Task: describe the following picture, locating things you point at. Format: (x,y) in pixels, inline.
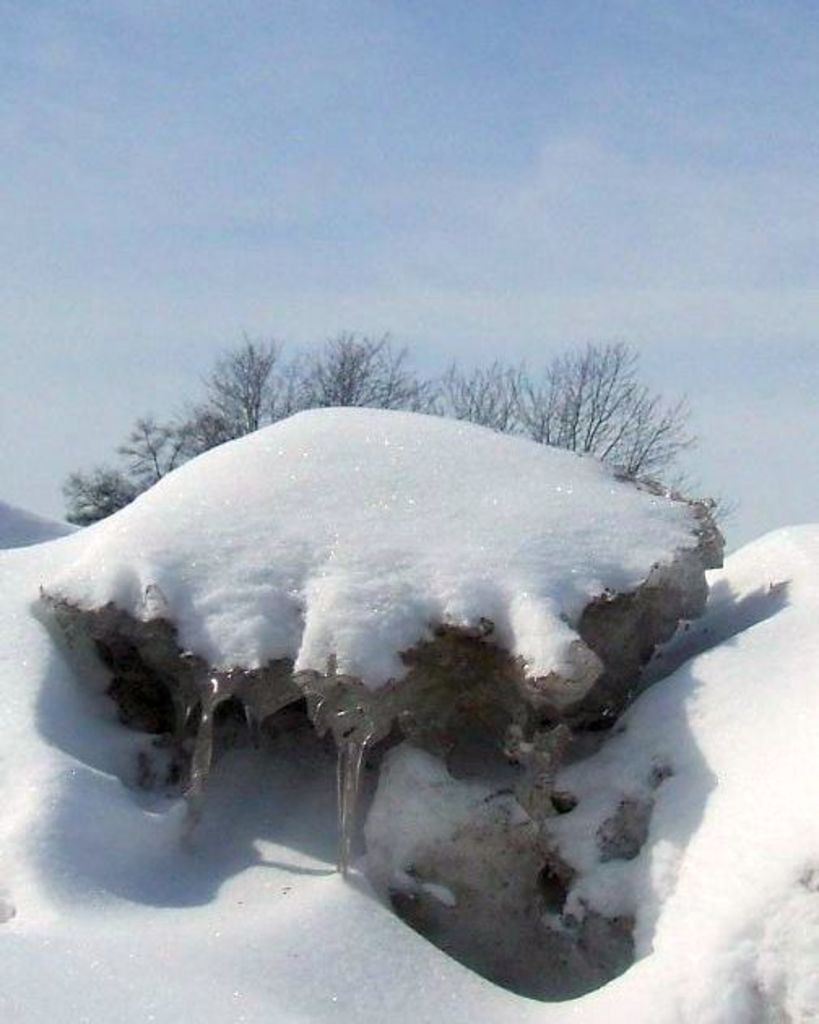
In this image I can see the rock (384,732) covered with snow (346,525). In the background (634,7) I can see the trees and the sky (308,173).
